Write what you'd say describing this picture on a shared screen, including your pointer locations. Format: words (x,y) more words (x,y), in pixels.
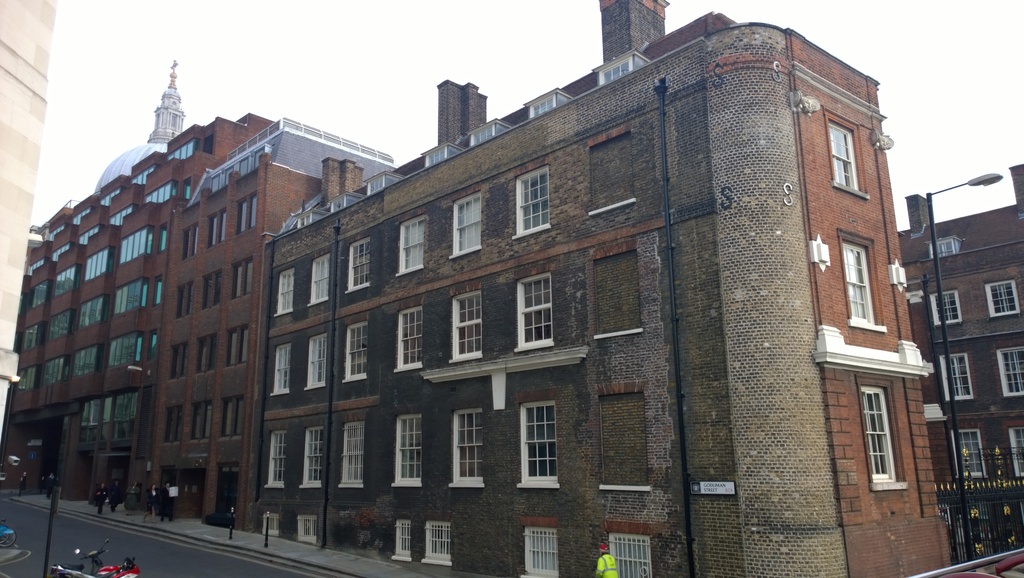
In this image we can see buildings (778,261), poles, people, board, road (125,544), and vehicles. In the background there is sky (929,64).
